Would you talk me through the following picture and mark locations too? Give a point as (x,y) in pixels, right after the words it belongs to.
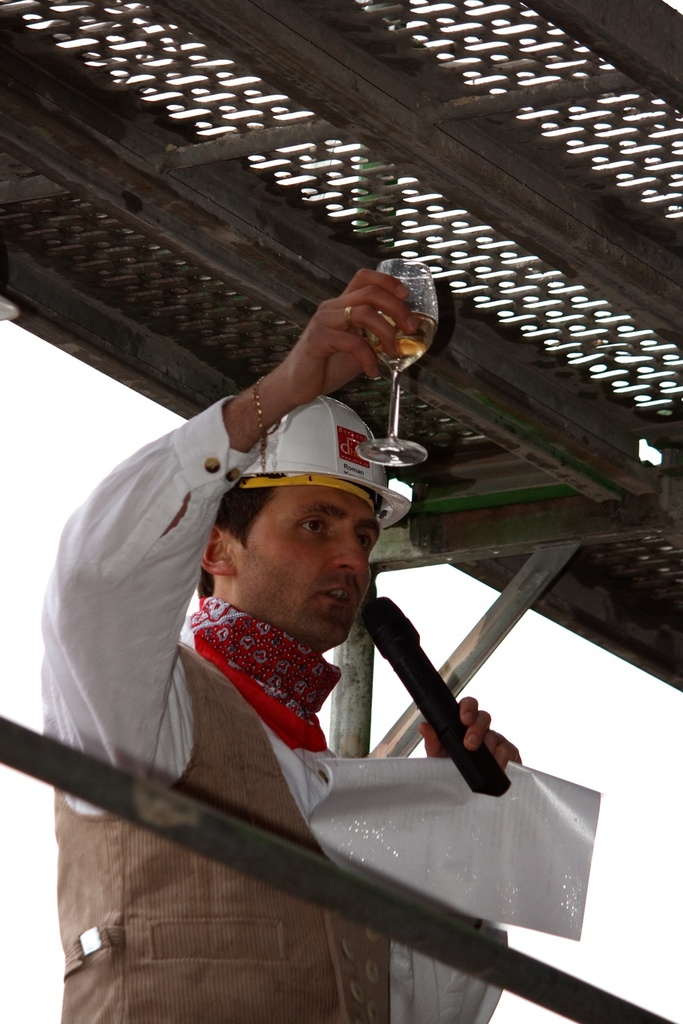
In this picture there is a man (327,493) who is standing in the center of the image (247,614), by holding a glass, mic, and a paper (402,784) in his hands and there is a roof (309,86) at the top side of the image (620,249), it seems to be there is a railing (225,850) at the bottom side of the image (277,848).
